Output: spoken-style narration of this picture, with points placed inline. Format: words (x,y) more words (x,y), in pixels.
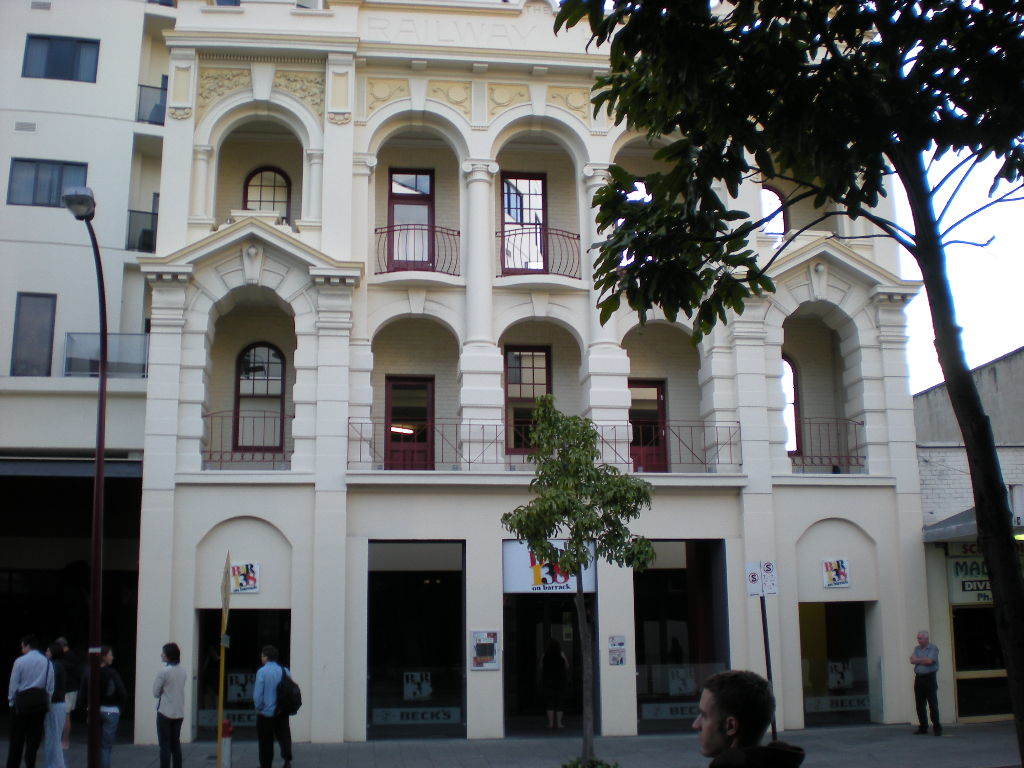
In this image there is a building (456,385), in front of the building (206,720) there are a few people (160,723) standing, there are trees (1014,608) and a street light (97,567). In the background (932,352) there is the sky (993,318).
